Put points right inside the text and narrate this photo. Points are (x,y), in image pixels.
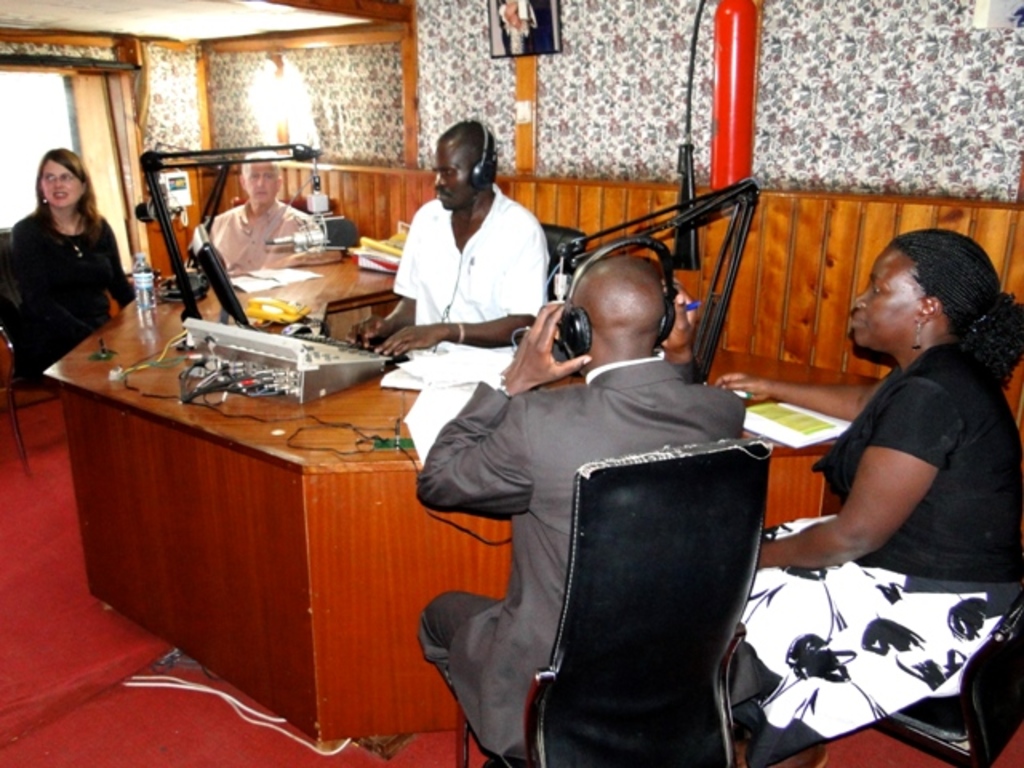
In this picture we can see few persons (893,412) sitting on chairs (752,460) in front of a table (292,405) and on the table (153,338) we can see an musical electronic device (334,381). These both men (429,270) wore headset (567,298). This is a floor carpet (85,670). On the background (549,200) we can see a decorative wall (585,105). This is a photo frame (544,49).
